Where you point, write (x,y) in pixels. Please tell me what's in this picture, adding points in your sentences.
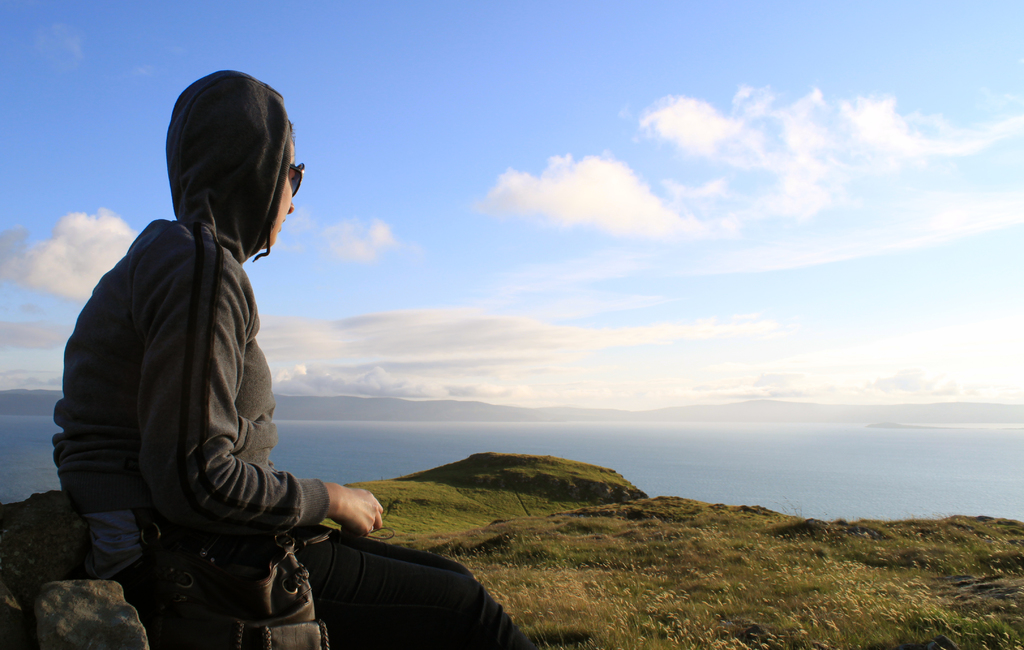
In the foreground of this image (369,490), there is a person (219,448) sitting on the stone (139,622) wearing a jacket (212,285). On the right (737,579), there is grassland (784,574). In the background (731,443), there is water (418,424), mountains (521,411) and the sky (446,244).
